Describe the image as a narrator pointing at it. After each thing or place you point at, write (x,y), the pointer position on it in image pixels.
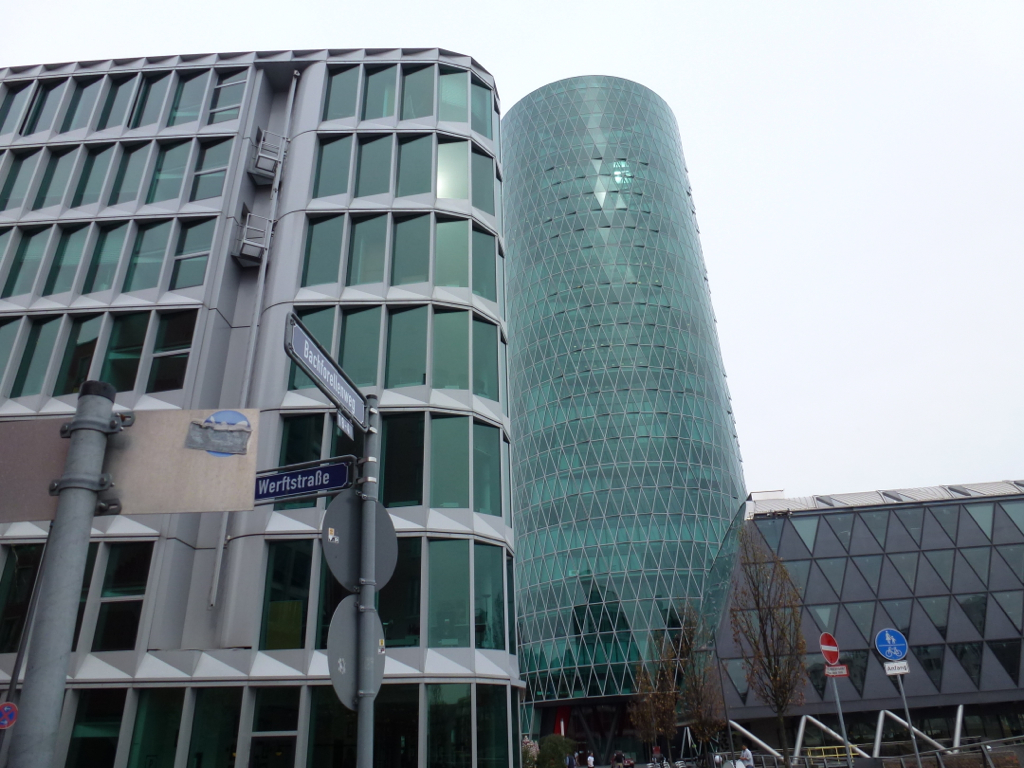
In this image there is the sky (672,94) towards the top of the image (810,253), there are buildings (660,309), there are trees (690,645), there are poles (908,709) towards the bottom of the image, there are boards (352,532), there is text (320,472) on the boards (306,357), there is a man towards the bottom of the image (747,760).
